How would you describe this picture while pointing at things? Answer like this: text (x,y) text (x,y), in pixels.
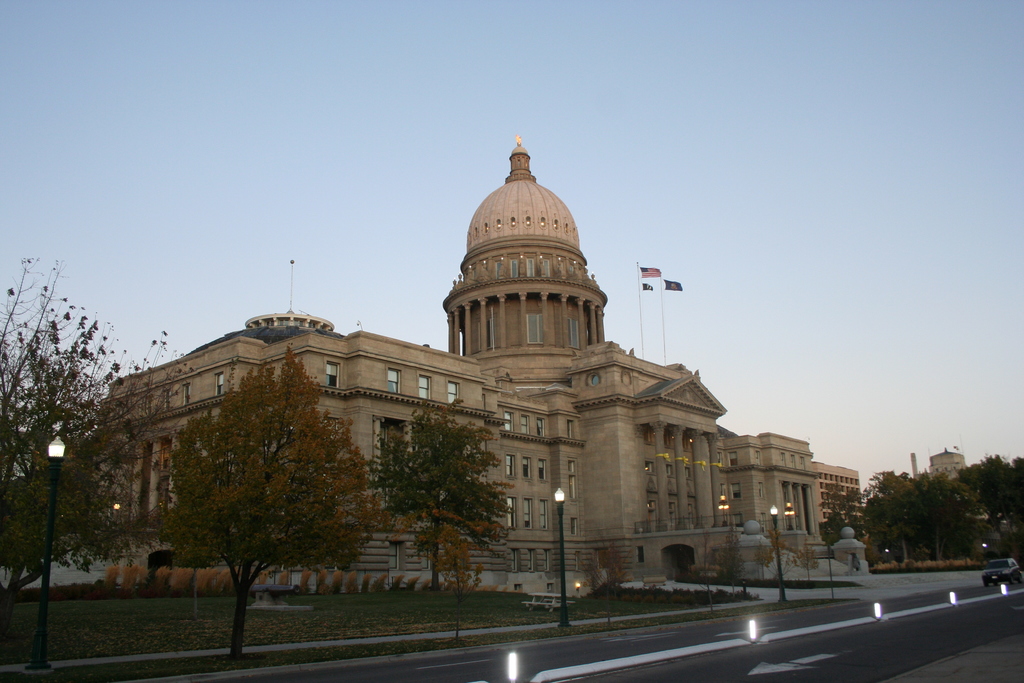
In this picture I can see the monument (737,488). In front of the dome (547,326) I can see the flags (674,286). At the bottom (783,634) I can see the cars (1020,580), road (528,641), street lights (564,608), trees (236,617), plants (135,580) and grass (502,602). In the background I can see the buildings (845,472). At the top (370,52) I can see the sky (289,32).
